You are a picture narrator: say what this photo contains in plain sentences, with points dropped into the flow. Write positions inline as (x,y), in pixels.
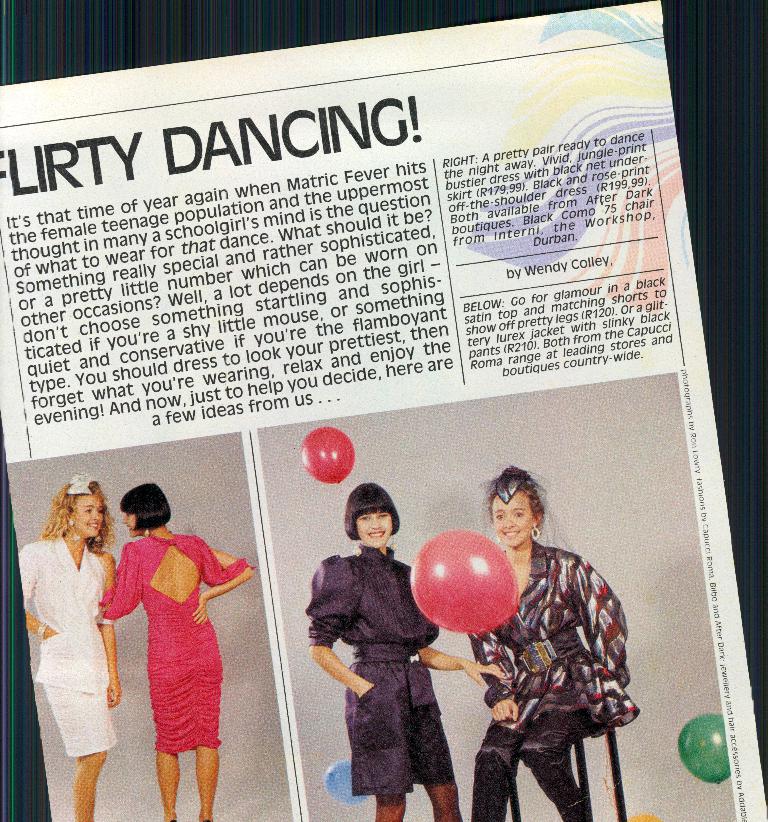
In the center of this picture (507,276) we can see the paper (702,598) on which we can see the text (377,268) is printed and we can see the picture of a person (557,744) seems to be sitting on the chair (618,754) and we can see the pictures of three persons (188,577) seems to be standing and we can see the picture of balloons (484,569). In the background (103,32) there is an object (745,260).
